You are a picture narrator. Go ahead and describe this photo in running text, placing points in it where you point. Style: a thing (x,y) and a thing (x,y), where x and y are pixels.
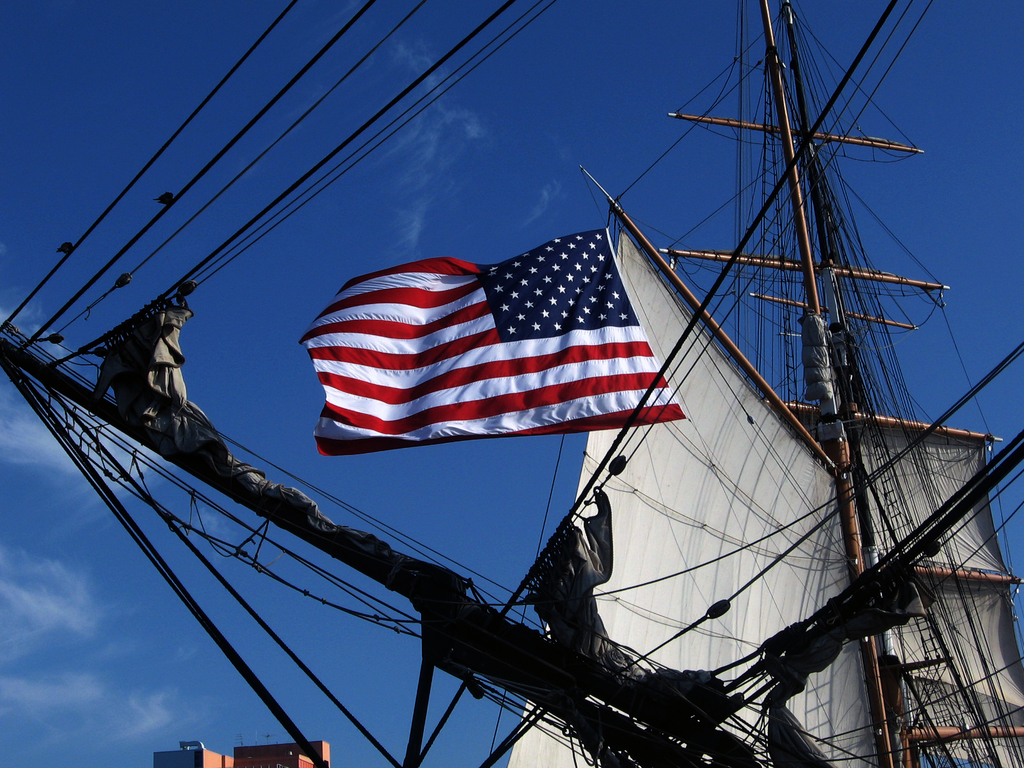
In this image I can see the ship (856,423) and I can also see the flag (461,307) and the flag (509,350) is in white, red and blue color. In the background (626,197) the sky (535,179) is in blue color.
